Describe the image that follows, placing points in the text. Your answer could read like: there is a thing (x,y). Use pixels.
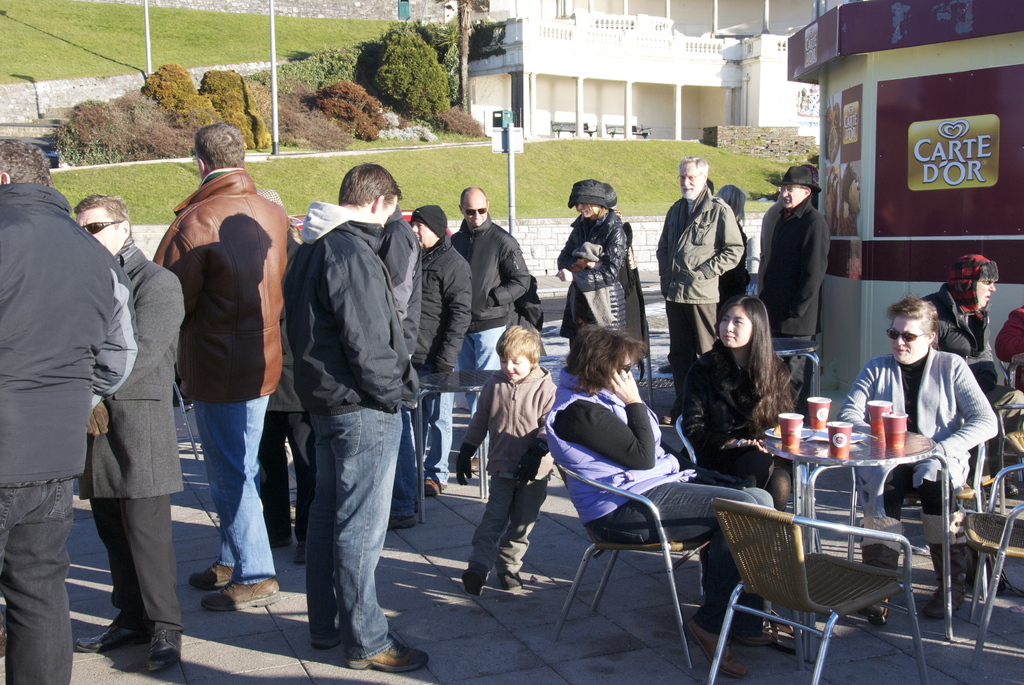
In this image there are people (674,456) sitting on chairs (1017,445), in front of them there is a table (893,454), on that table (921,448) there are cups (793,428), few people (243,340) are standing, in the background (194,52) there a garden (348,118), poles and houses (780,33), on the right (941,73) there is a shop (921,156).
